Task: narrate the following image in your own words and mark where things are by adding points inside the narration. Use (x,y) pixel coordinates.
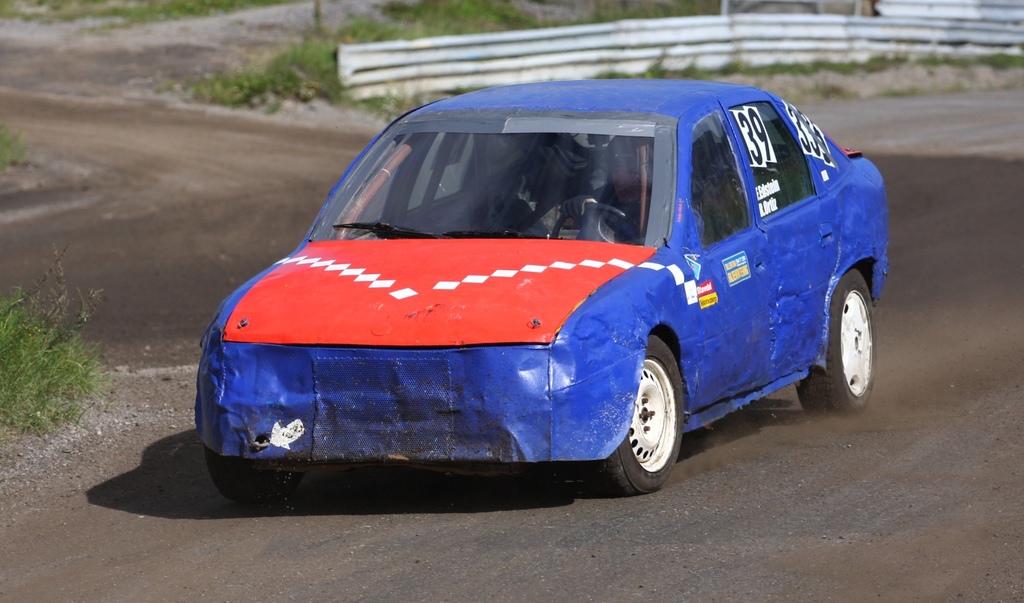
In this image there is a blue and red color race car (589,314) on the road (598,564), and in the background (382,56) there are plants (451,8) and iron sheets (503,61).
